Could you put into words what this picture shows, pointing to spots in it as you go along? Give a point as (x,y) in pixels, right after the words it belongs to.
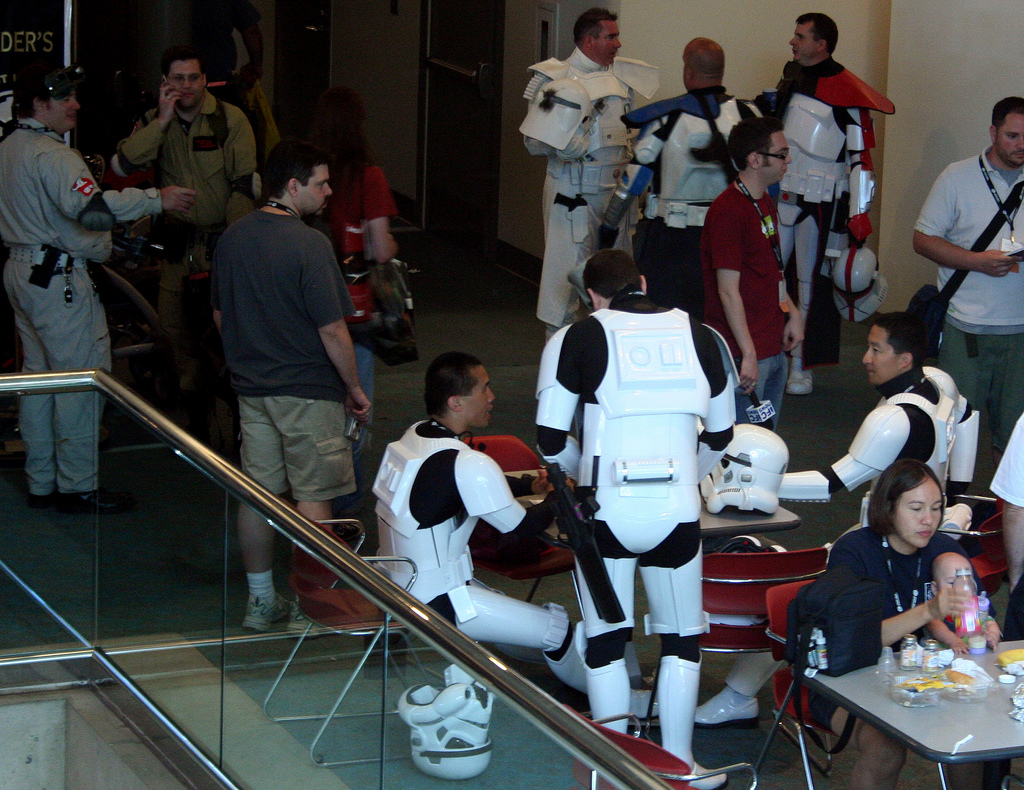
In this image I see lot of people (31,115), in which most of them are standing and few them are sitting. I can also see there are lot of chairs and 2 tables (999,743) and things (740,494) on the table (895,672). In the background (153,8) I see the wall (879,37).
